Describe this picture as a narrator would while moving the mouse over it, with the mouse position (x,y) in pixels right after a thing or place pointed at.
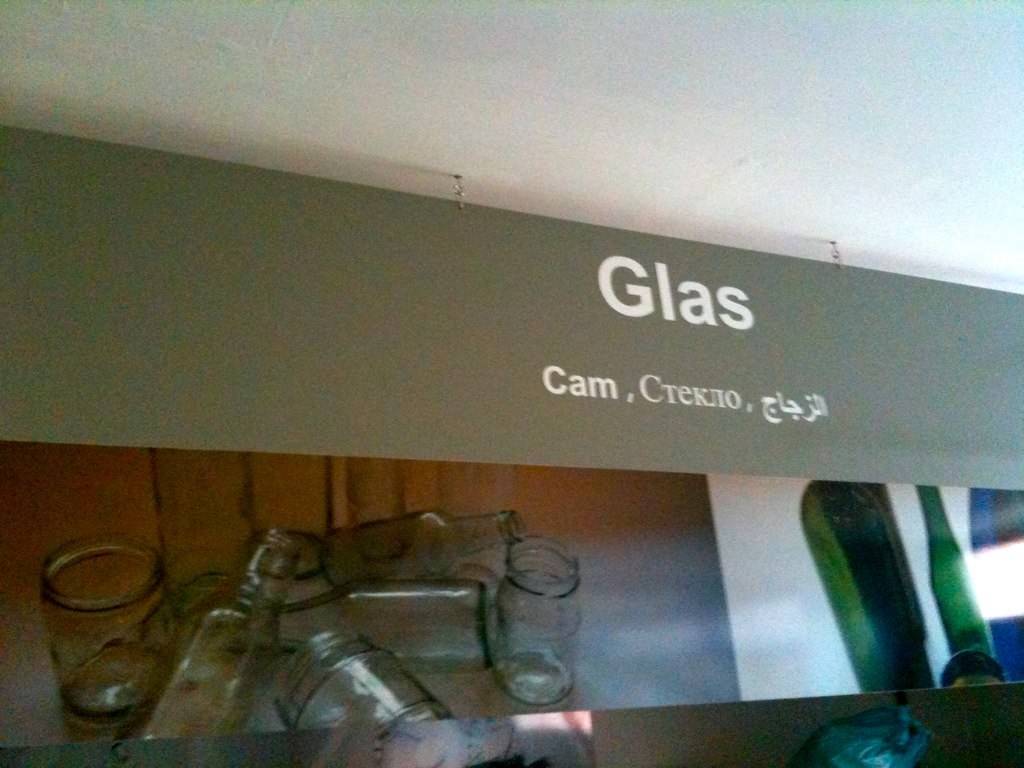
In this image I can see a few pictures (500,597) of bottles (471,660) and glasses (499,599). I can also see a Glass word (615,266) is written here.
